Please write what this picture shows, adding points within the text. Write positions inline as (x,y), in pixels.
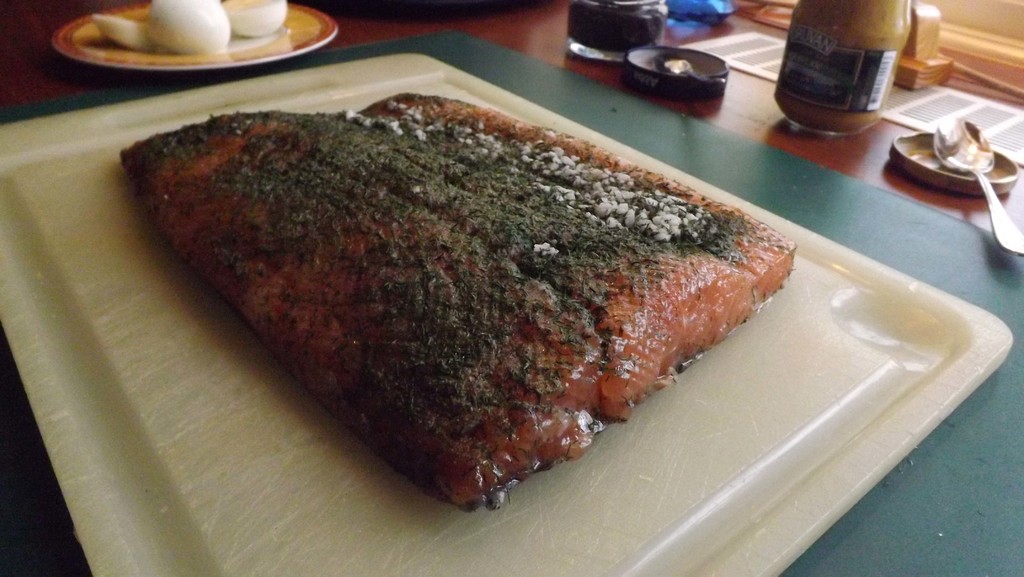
In this image, we can see some food items (322,265) in plates (568,481). We can also see some objects (817,91) like a spoon (1003,234) and a bottle (826,6) on the top right corner (828,23).
